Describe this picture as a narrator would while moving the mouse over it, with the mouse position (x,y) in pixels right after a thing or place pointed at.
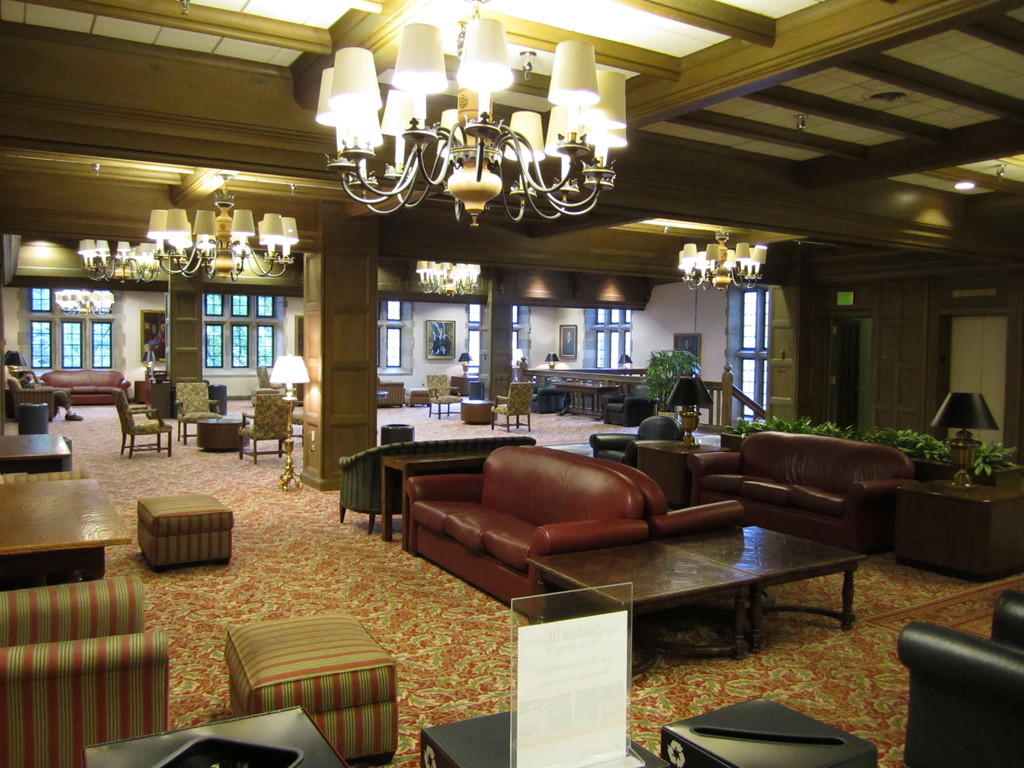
This image is clicked inside the building (350,237). There are many sofas (482,527) and chairs (432,401) in this image. In the background (451,318), there are windows (213,331) and wall (884,355). At the top (356,87), there is a light (491,152) hanged.
